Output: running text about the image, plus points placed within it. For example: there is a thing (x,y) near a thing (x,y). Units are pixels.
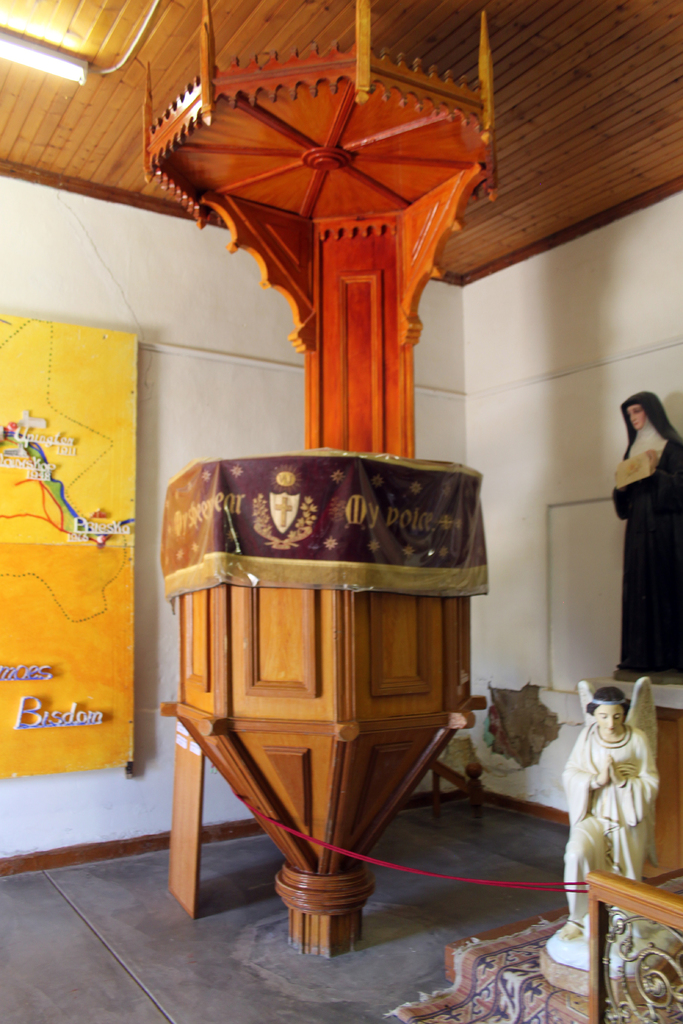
In this image, we can see a wooden object (291,878), there are some statues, we can see the wall (250,327) and there is a yellow color board (91,557) on the wall (14,313).
